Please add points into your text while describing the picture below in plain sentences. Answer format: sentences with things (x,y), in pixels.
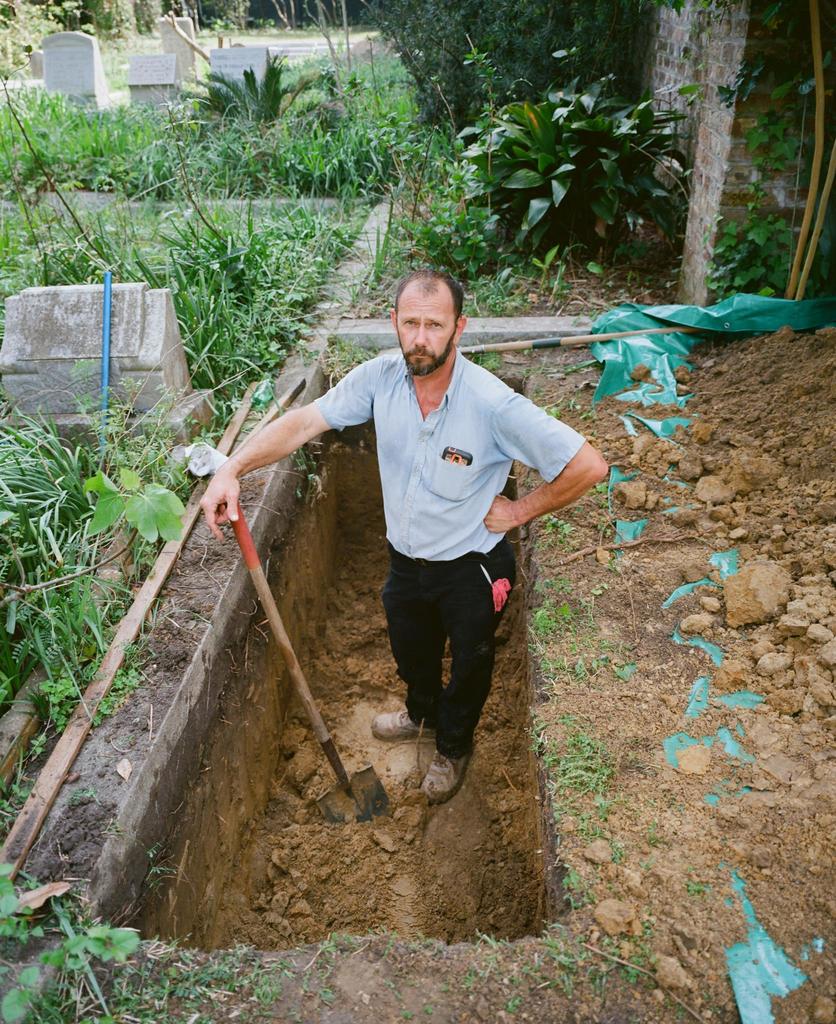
This picture is clicked outside. In the center (431,442) there is a person (406,411) wearing shirt (448,408) and standing on the ground (425,741) and there are some objects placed on the ground (681,442) and we can see the grass (255,186) and the plants (506,158). In the background (682,141) we can see the wall (776,70) and some other items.
